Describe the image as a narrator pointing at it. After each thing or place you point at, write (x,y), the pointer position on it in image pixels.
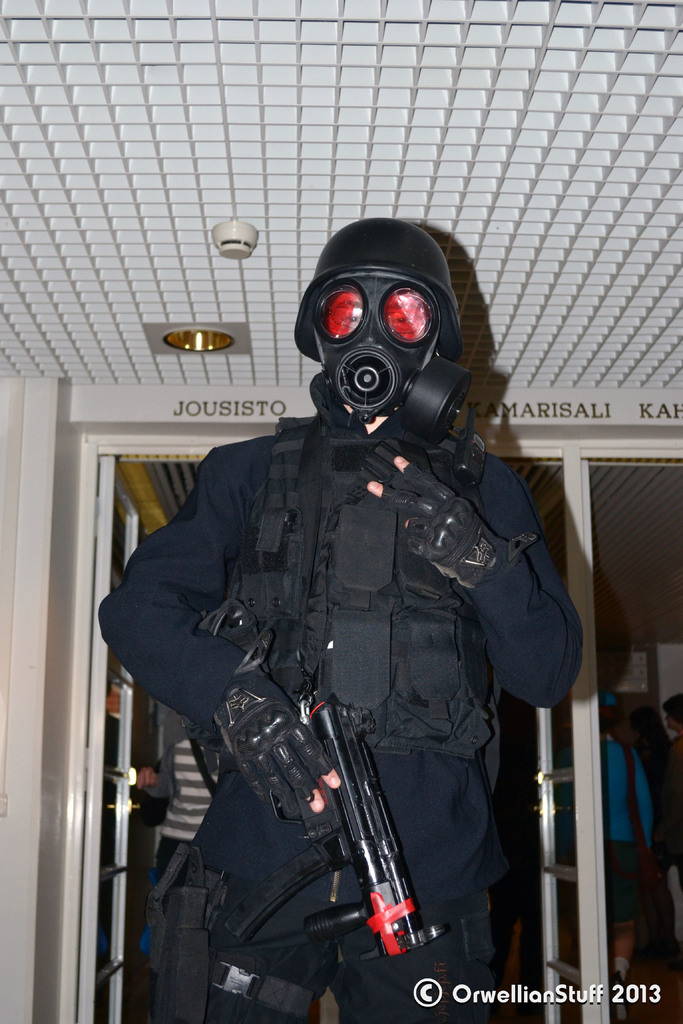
In this picture I can see a person (399,463) with a costume (425,852), there is a building (109,265), there are few people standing and there is a watermark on the image.
